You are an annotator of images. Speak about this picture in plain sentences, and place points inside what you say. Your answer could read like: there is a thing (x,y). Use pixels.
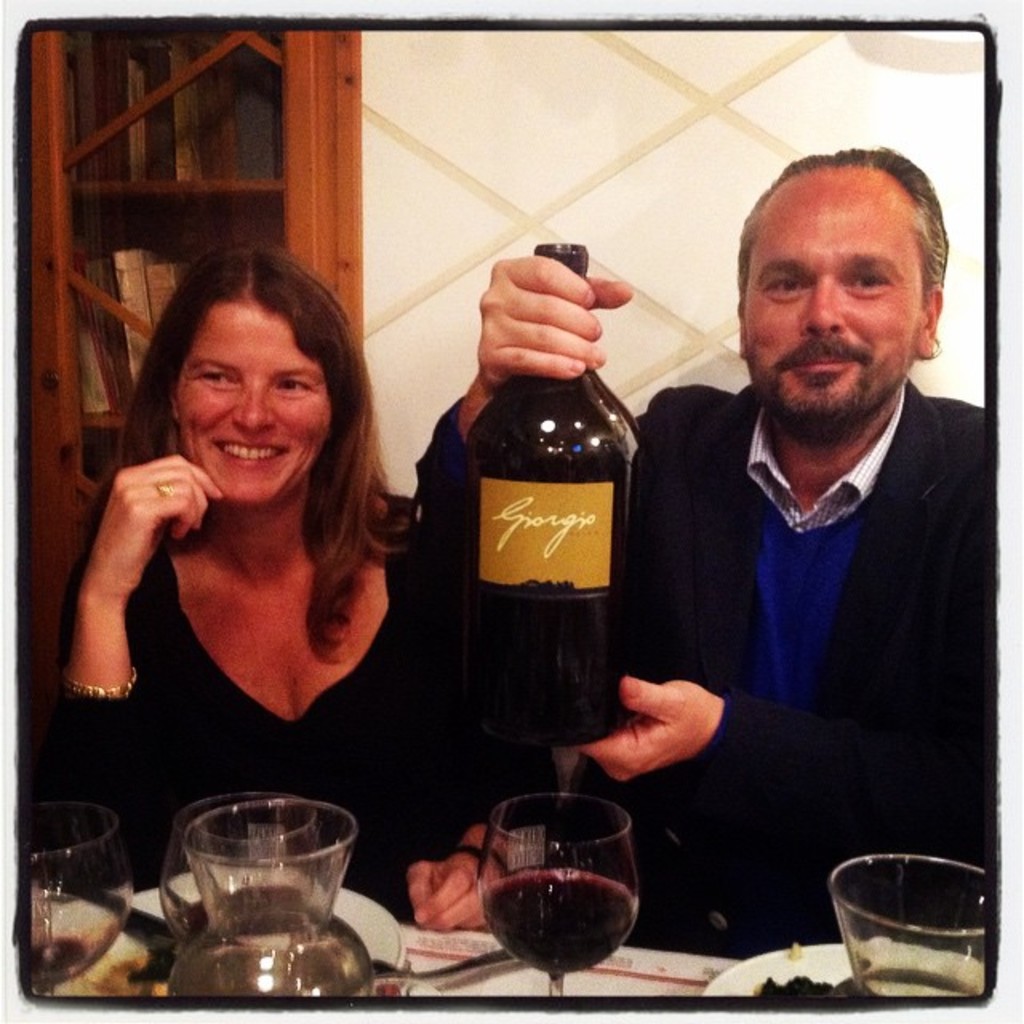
This picture shows a man (710,541) and a woman (339,517) seated and we see books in the bookshelf (155,229) and we see man (641,507) holding a wine bottle (607,707) in his hand (616,281) and we see few glasses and food (788,986) in the plates (143,895) on the table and we see a jug (296,809).
